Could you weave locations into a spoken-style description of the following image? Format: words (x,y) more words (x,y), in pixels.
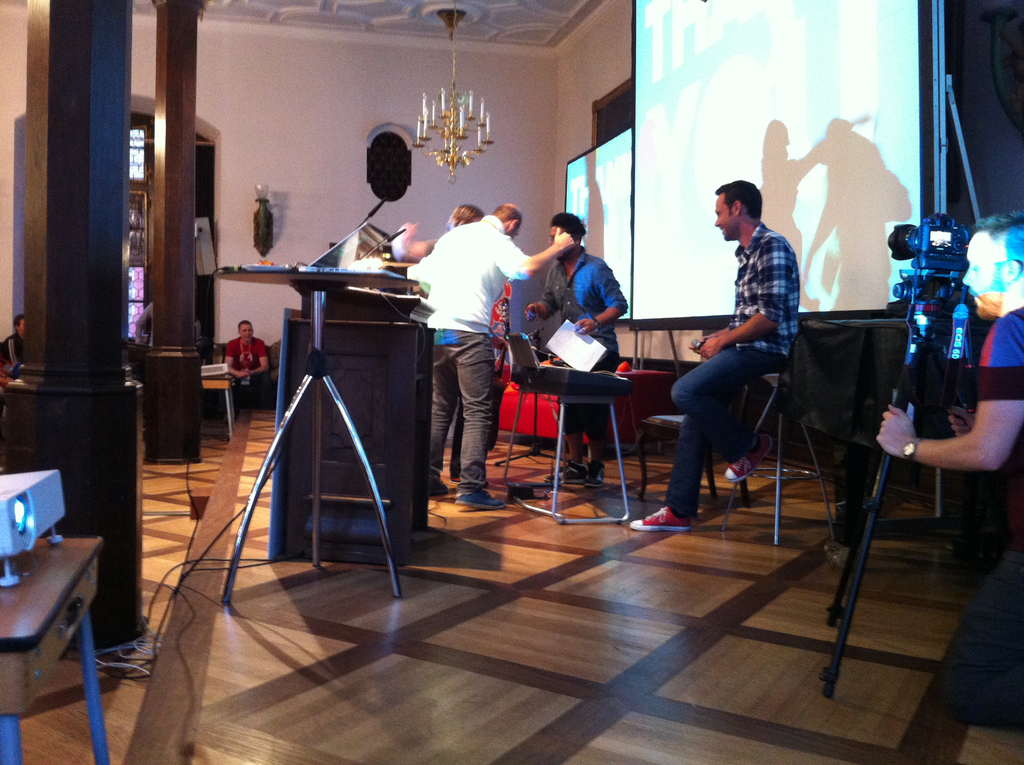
In this image we can see a projector (36,476) is kept on the table (70,635), a person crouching near the video camera (919,253) which is kept on the tripod stand (925,333), these people (583,438) are standing, this person (735,356) is sitting on the chair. Here we can see tables (402,324) on which we can see laptops (349,247) and a few more things (390,241) are kept. Here we can see pillars (73,338), projector screens (602,247), a few people (242,355) sitting here, glass windows (136,284), lamps (256,216) and chandelier (445,111) to the ceiling (395,10) in the background (687,21).
